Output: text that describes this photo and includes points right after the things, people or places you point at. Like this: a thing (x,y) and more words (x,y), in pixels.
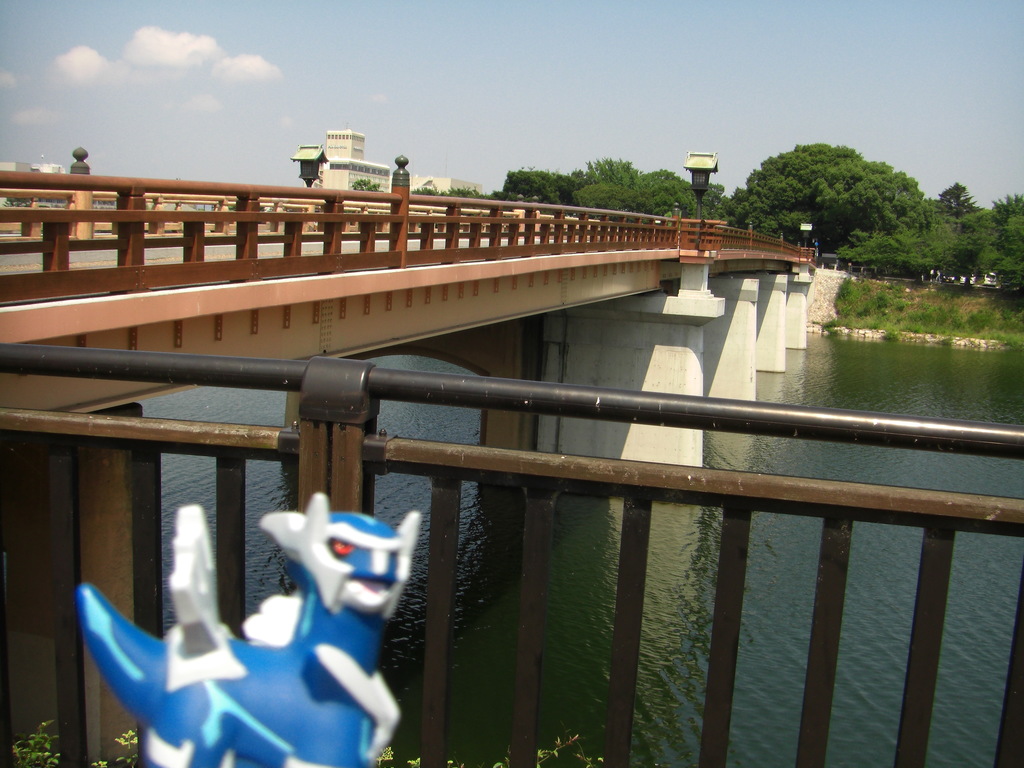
In this image we can see a bridge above the water (472,485), there are some trees (451,194), buildings (345,146), plants (899,305), lights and a toy (289,551), in the background (468,138), we can see the sky (402,64).
